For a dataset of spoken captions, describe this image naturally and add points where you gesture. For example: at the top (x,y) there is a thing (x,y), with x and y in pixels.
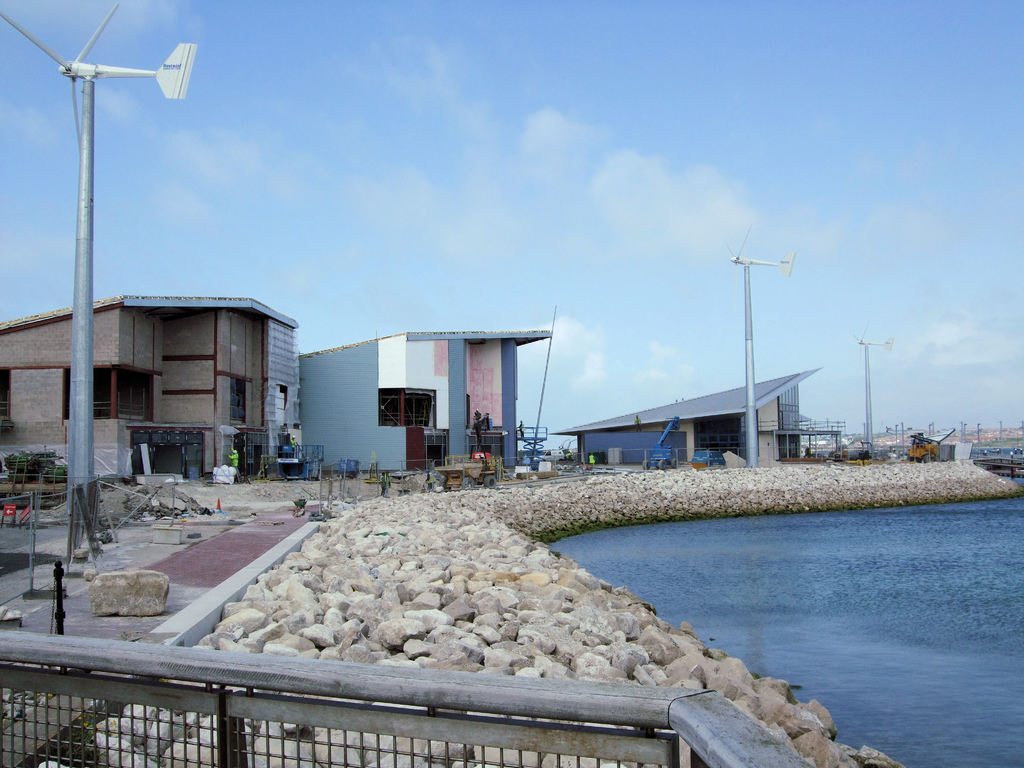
In this image, we can see buildings (262,429) and wind turbines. There are grills (510,705) and rocks (550,591) at the bottom of the image (462,640). There is a sea (730,604) in the bottom right of the image (904,584). There is a shed (740,390) in the middle of the image (579,430). In the background of the image (526,225), there is a sky (392,177).
